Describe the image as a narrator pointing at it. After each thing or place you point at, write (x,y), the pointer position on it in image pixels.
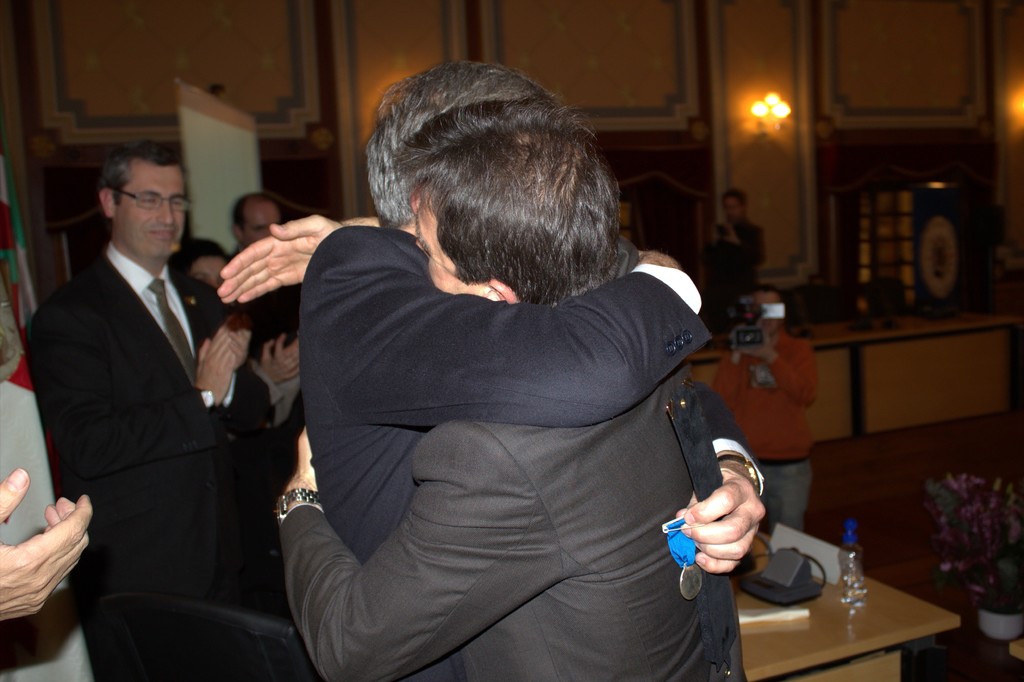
In this image I can see number of people (696,507) are standing. I can also see a medal (689,547) in his hand (716,513). On this table (840,616) I can see a water bottle (849,522). In the background (744,375) I can see a man (780,325) is holding a camera (760,315).
